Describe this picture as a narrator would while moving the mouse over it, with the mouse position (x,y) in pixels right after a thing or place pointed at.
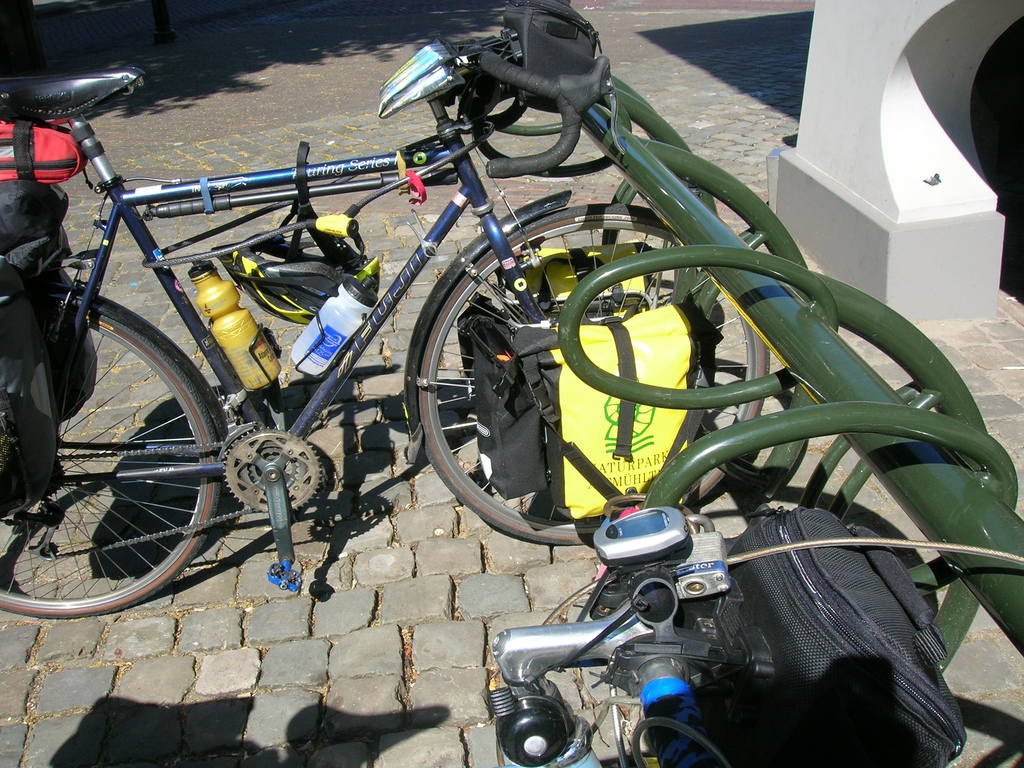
In this image there is a bicycle (232,373) parked on the path (99,215). On the bicycle (199,313) there is a helmet (287,293), bottles (240,316) and other objects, beside the bicycle (322,284) there is a metal structure (884,461). On the right side of the image (877,183) there is a wall (882,157).
